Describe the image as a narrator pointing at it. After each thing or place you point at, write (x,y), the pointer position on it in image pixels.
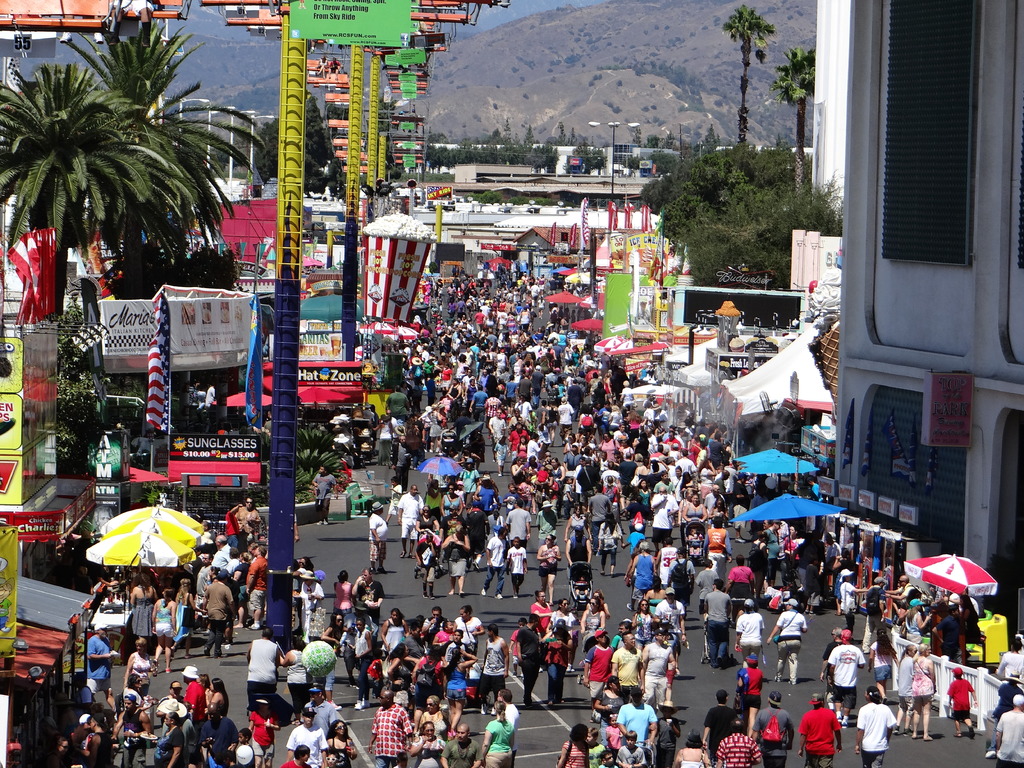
In this image we can see many people (550,470). There are many stores (379,252) and buildings (828,93) in the image. There are many trees (746,233) in the image. There are few hills (598,82) in the image. There are many flags (251,374) in the image.
